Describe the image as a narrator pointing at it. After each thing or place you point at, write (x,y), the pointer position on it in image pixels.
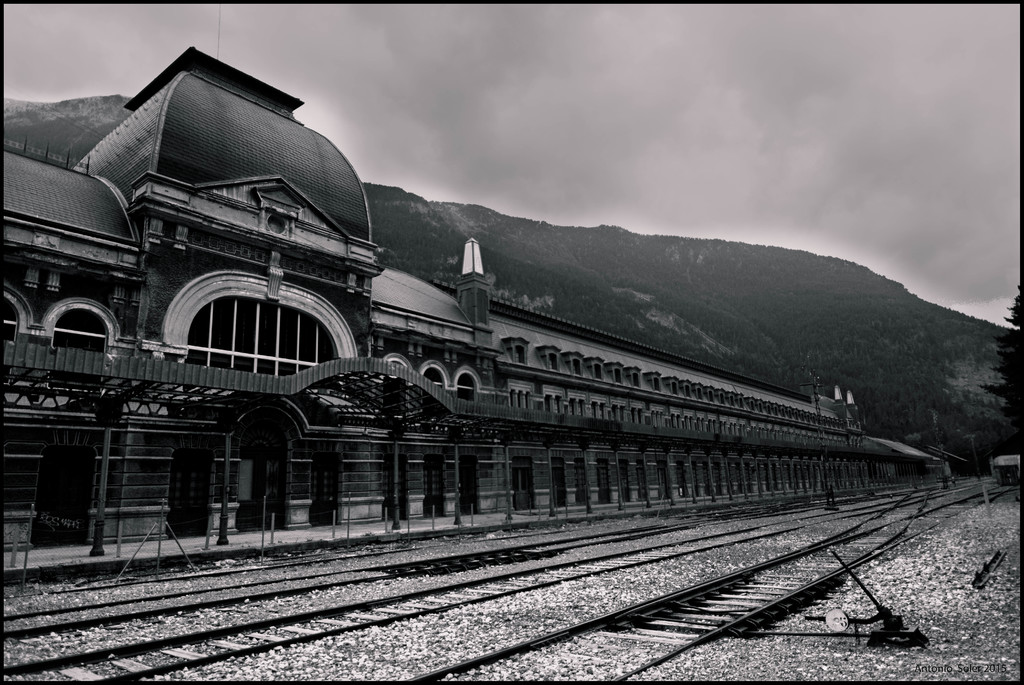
In this picture I can see railway tracks (638,550) and some other objects (819,619) on the ground (791,661). Here I can see a building (477,399), mountains (500,271) and the sky (479,86). This picture is black and white in color. Here I can see a tree (1014,352).
